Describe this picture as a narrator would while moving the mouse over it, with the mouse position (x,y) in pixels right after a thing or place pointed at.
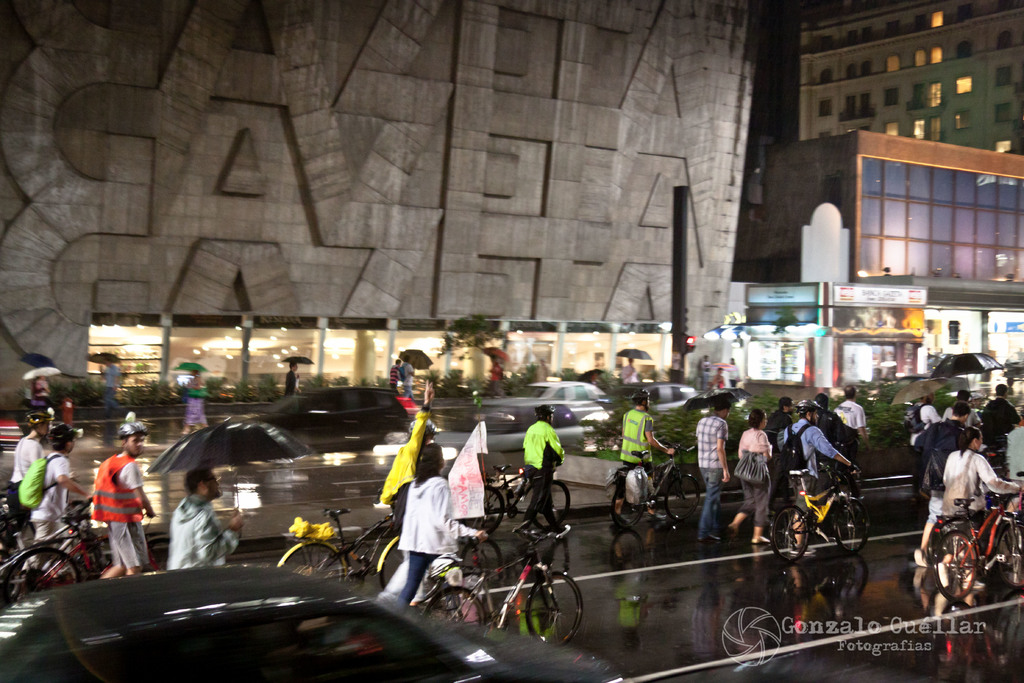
In this image I can see road (760,593) and on it I can see white lines (675,669), number of cycles (547,559) and I can see number of people (55,498) are standing. I can also see few of them are holding umbrellas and in background (337,438) I can see few vehicles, buildings (793,241), few boards (877,292) and on these boards (867,303) I can see something is written.
